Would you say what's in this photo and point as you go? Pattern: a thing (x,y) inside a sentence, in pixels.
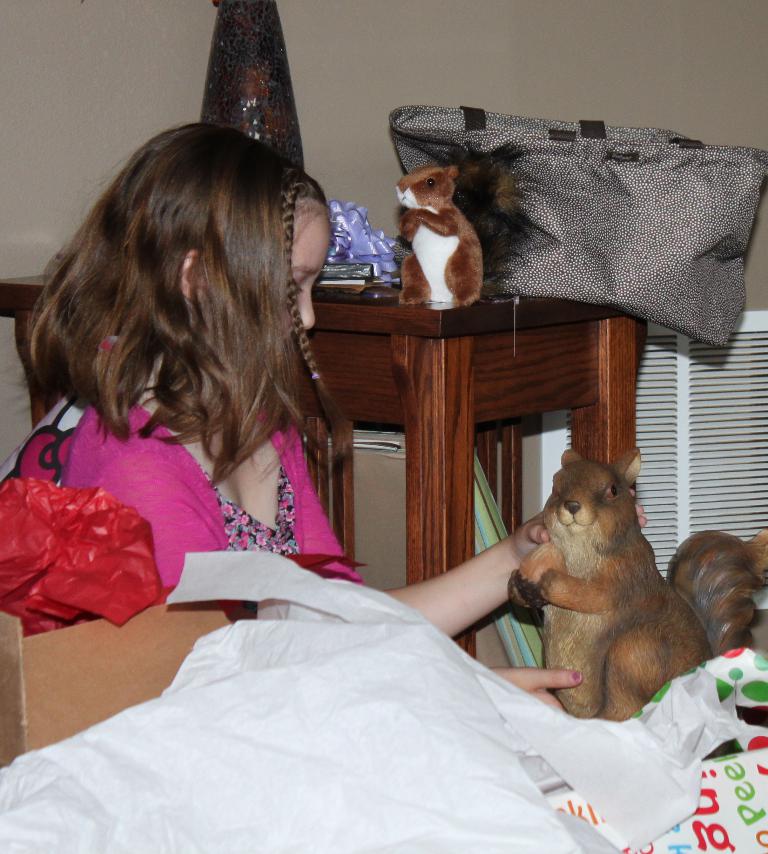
In this image we can see there is a girl (196,506) holding a squirrel (559,576). In the foreground of the image (168,718) there are plastic covers (332,796), beside the girl (282,412) there is a table (442,398). On the table (414,314) there is a toy (427,226), bag (538,201) and some other objects (355,212). In the background (556,57) there is a wall (649,75).
